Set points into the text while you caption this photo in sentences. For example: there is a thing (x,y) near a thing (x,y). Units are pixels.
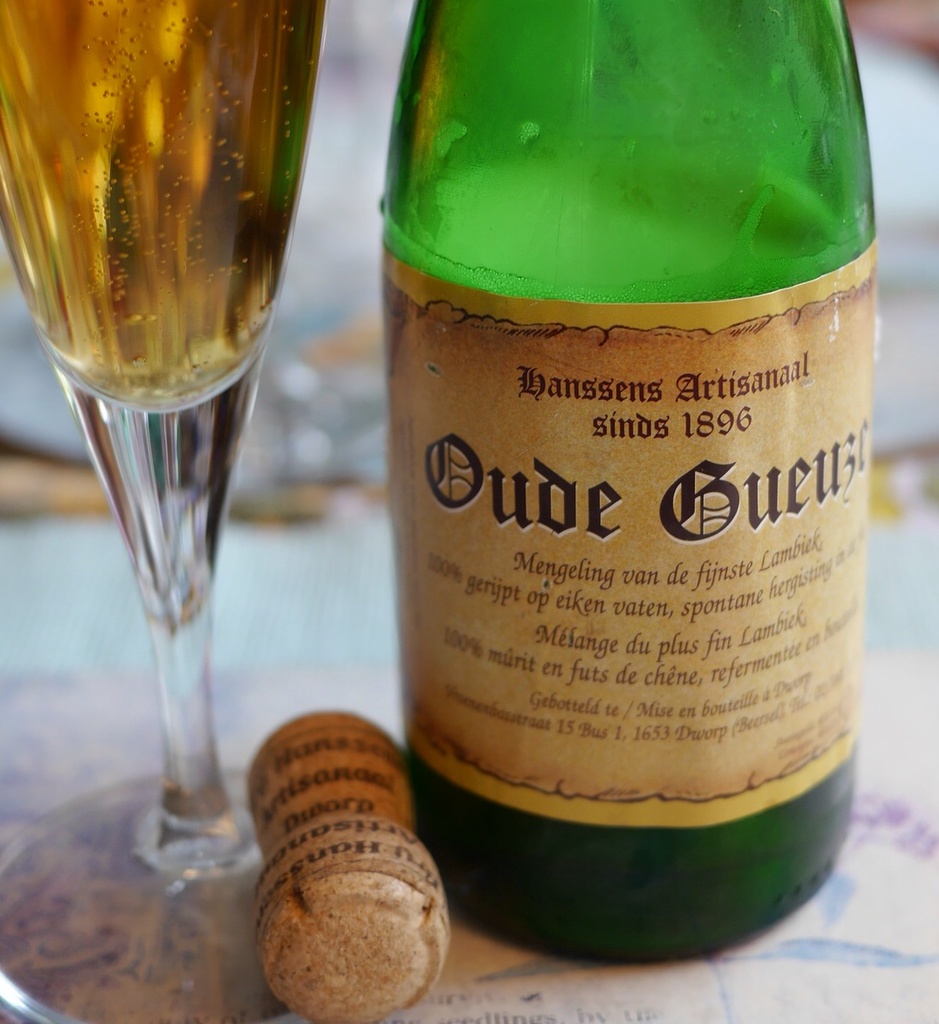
In this picture there is a bottle (524,211) and a wine glass (151,223) placed on a table (219,713) along with a cork (315,868).
